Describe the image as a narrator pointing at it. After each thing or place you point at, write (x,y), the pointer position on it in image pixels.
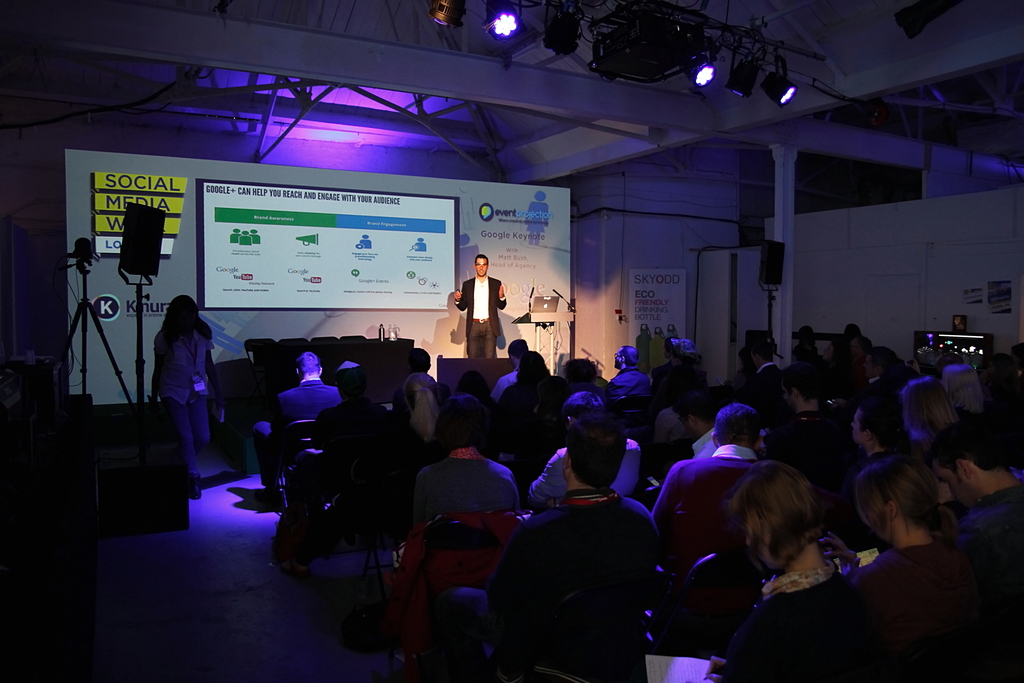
In this image, we can see some people (346,403) sitting on the chairs (345,497) and there is a person (477,330) standing, we can see the projector screen (327,278), there are two black color speakers (137,272), we can see the walls (734,238) and there are some lights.
